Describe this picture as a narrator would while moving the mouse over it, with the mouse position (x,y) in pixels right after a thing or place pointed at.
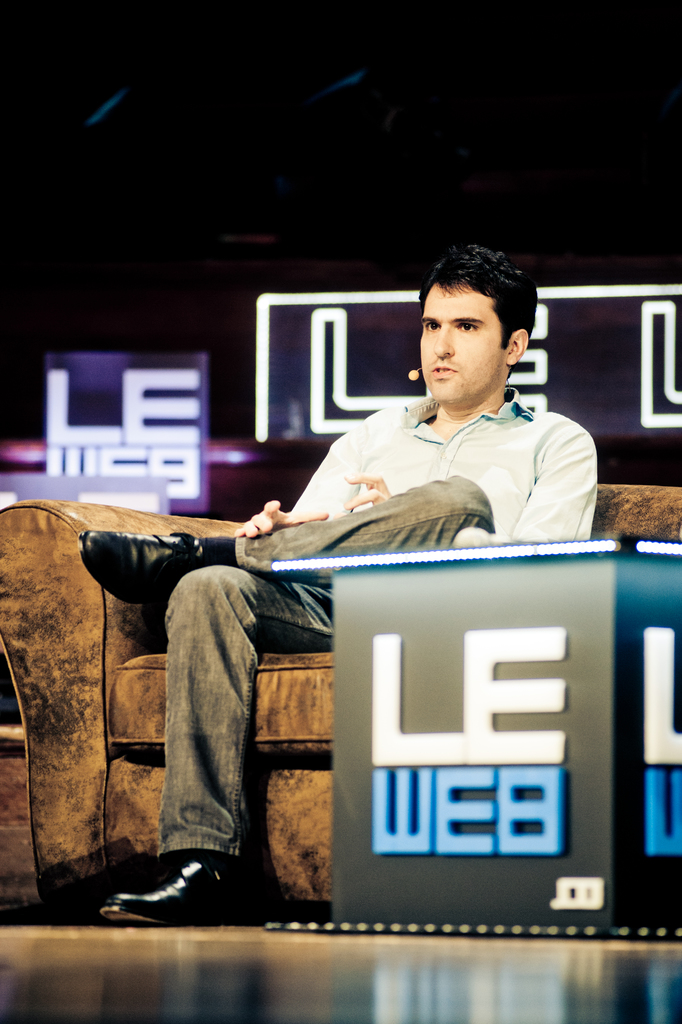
In this image we can see a person (458,379) wearing microphone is sitting on a sofa (252,815) placed on the ground (184,938). To the right side of the image (539,663) we can see a table (527,670) with some text (484,687) and some lights (330,559). In the background (191,448), we can see a sign board (170,452).
